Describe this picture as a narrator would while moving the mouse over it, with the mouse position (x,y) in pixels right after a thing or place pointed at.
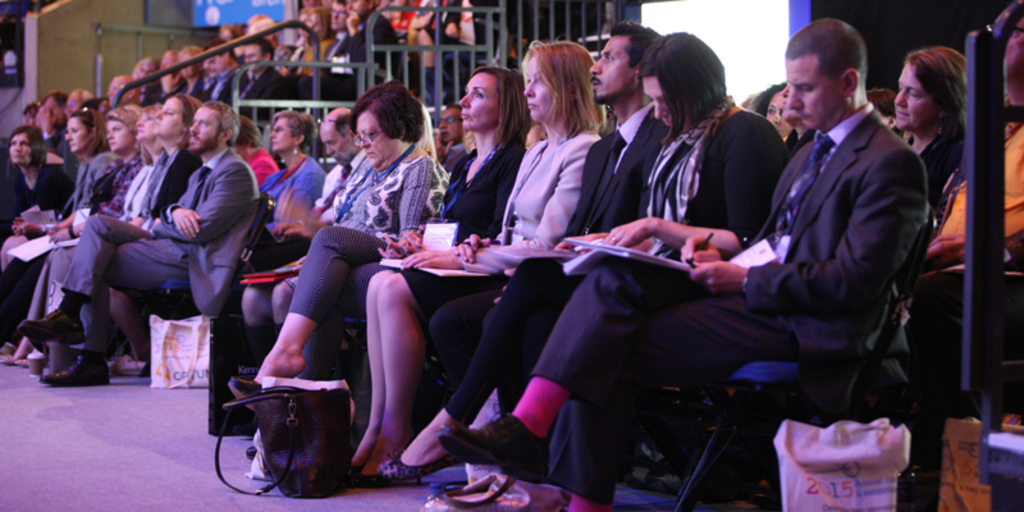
In the image there are few men (908,154) and women (361,196) sitting on chairs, some of them are wearing suits (643,155), this seems to be in a conference hall (129,0).
